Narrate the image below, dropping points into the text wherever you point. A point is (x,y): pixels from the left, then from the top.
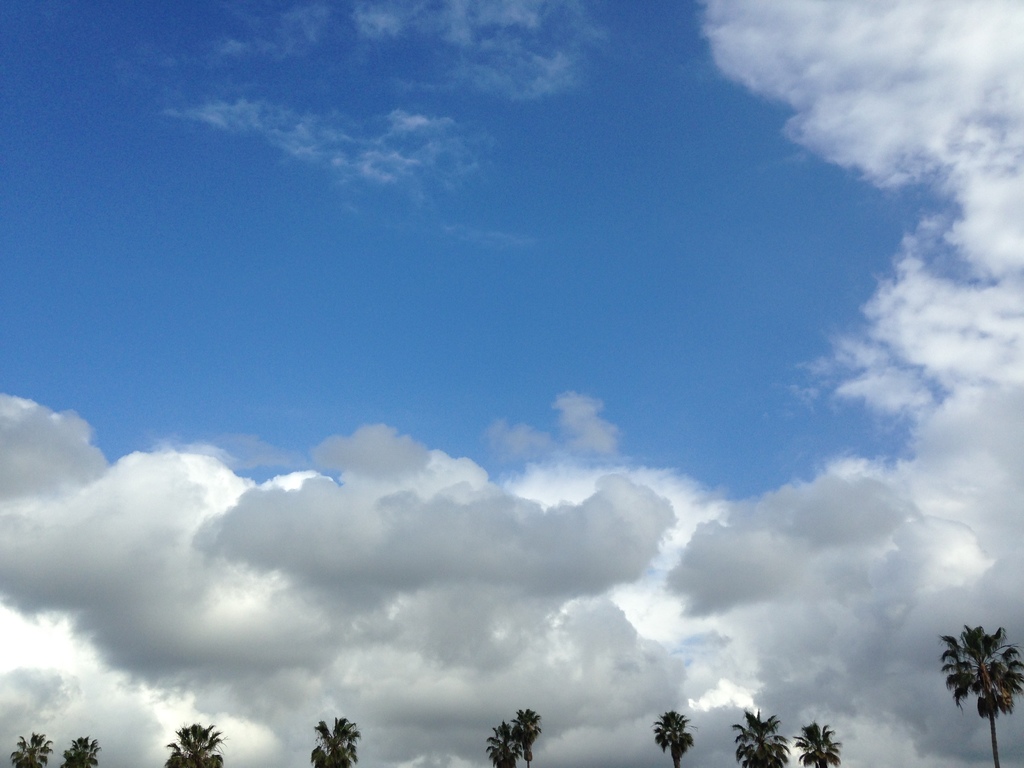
In this picture I can see some trees (34,746) and cloudy sky (323,599).
